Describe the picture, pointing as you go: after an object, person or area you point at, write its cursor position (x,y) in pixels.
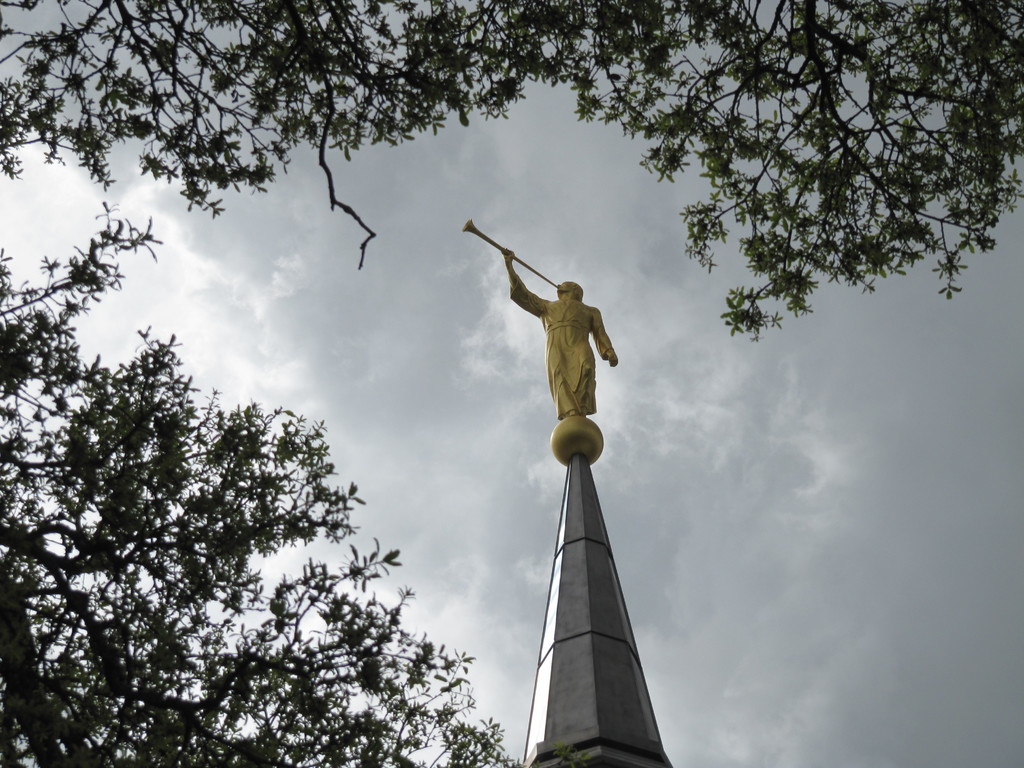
In this image, on the left side (208,749) bottom and at the top (177,70) there are trees (112,480), in the middle (579,436) there is a statue (578,355), in the background (266,227) there is the sky (600,391).
